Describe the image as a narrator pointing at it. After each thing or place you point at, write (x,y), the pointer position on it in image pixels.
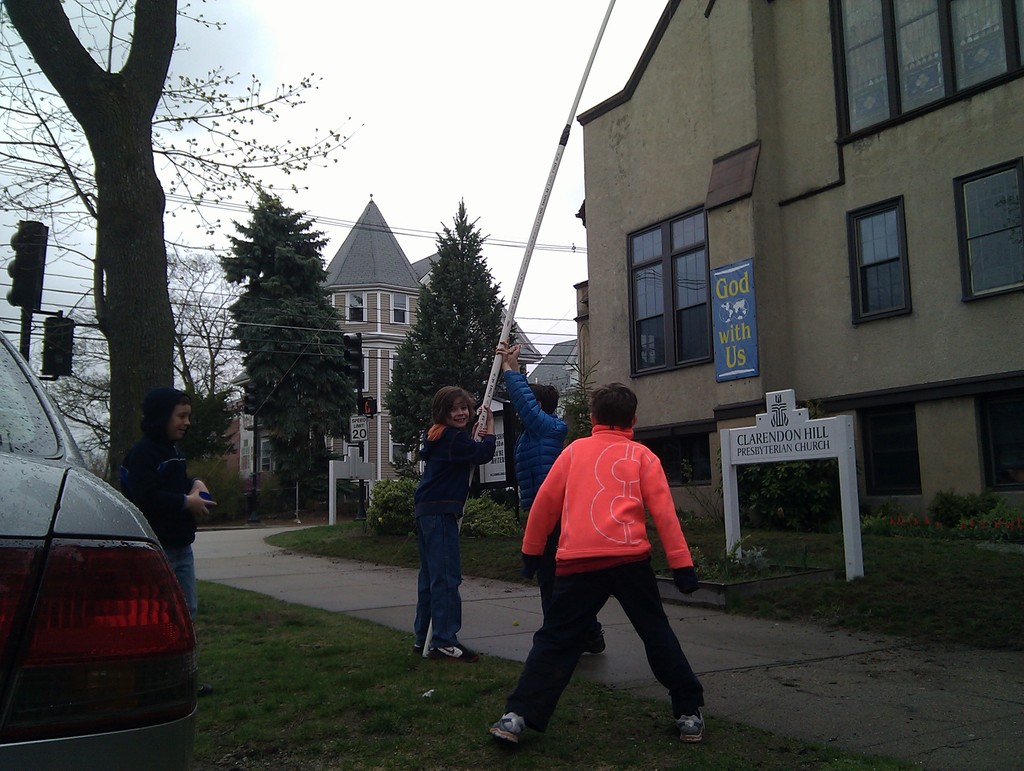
In this picture we can find few kids (550,651), they are standing on the grass (256,604), beside to the kids (141,463) we can find a car (54,432), trees (164,295) and traffic lights (257,393), in the background (237,402) we can see few houses (372,261), and cables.
